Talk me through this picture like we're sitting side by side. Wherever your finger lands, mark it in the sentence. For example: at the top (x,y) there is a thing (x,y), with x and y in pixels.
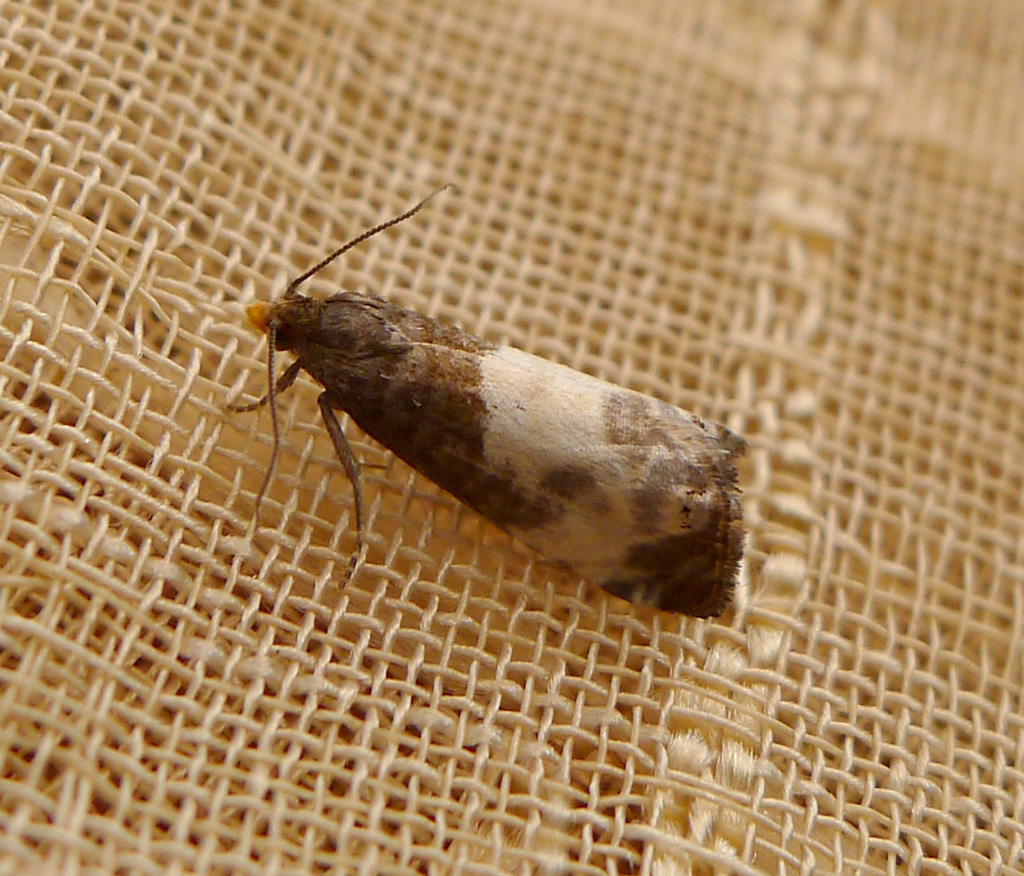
There is a moth (454,466) on a cream surface (660,119).
